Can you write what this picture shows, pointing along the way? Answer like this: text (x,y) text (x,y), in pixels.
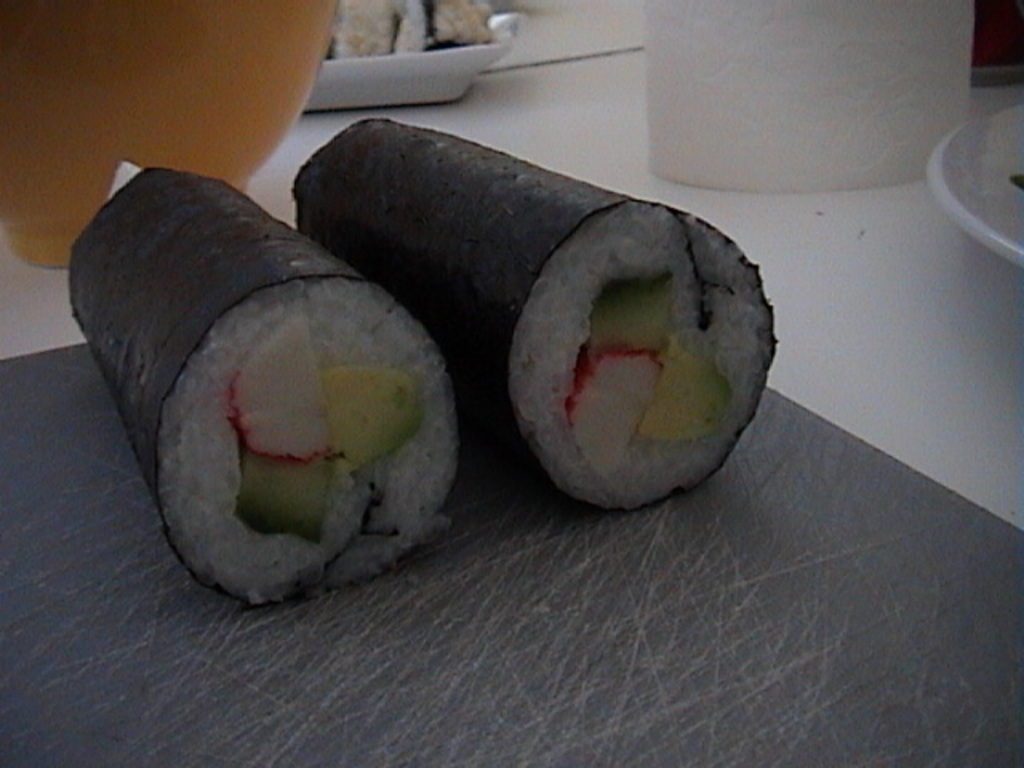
In this image I can see black and white colour food (455,365). I can also see few plates (383,78) and few other stuffs (325,17).
